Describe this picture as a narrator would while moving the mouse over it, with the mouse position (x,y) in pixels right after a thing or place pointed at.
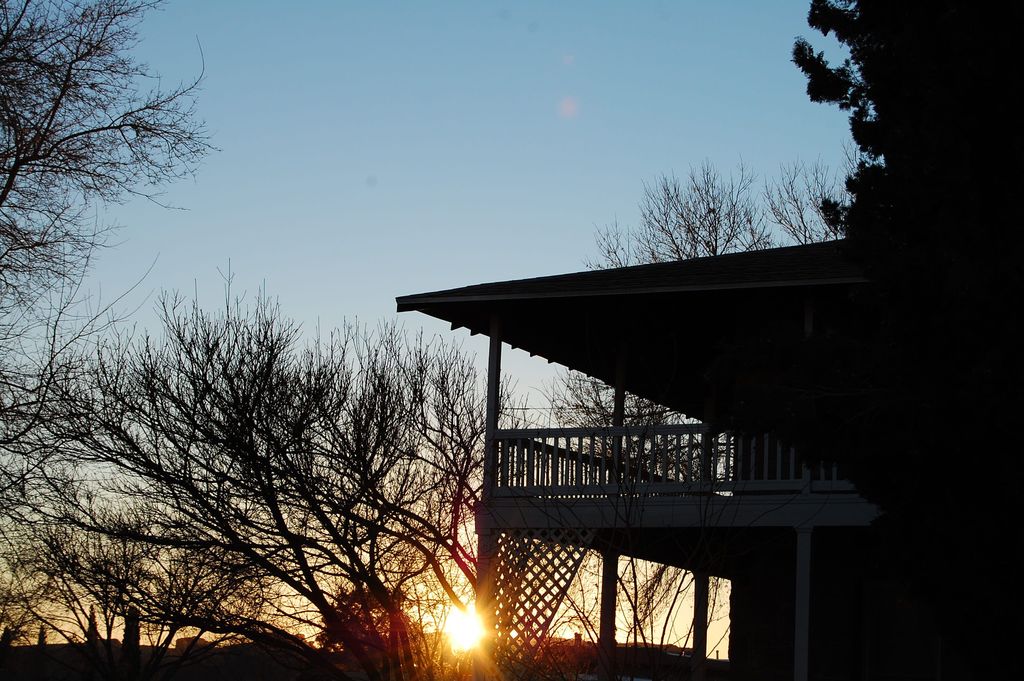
In this image, we can see some trees (282,415) and sun (461,641). There is shelter (699,433) on the right side of the image (702,450). There is a sky (300,141) at the top of the image (518,114).
